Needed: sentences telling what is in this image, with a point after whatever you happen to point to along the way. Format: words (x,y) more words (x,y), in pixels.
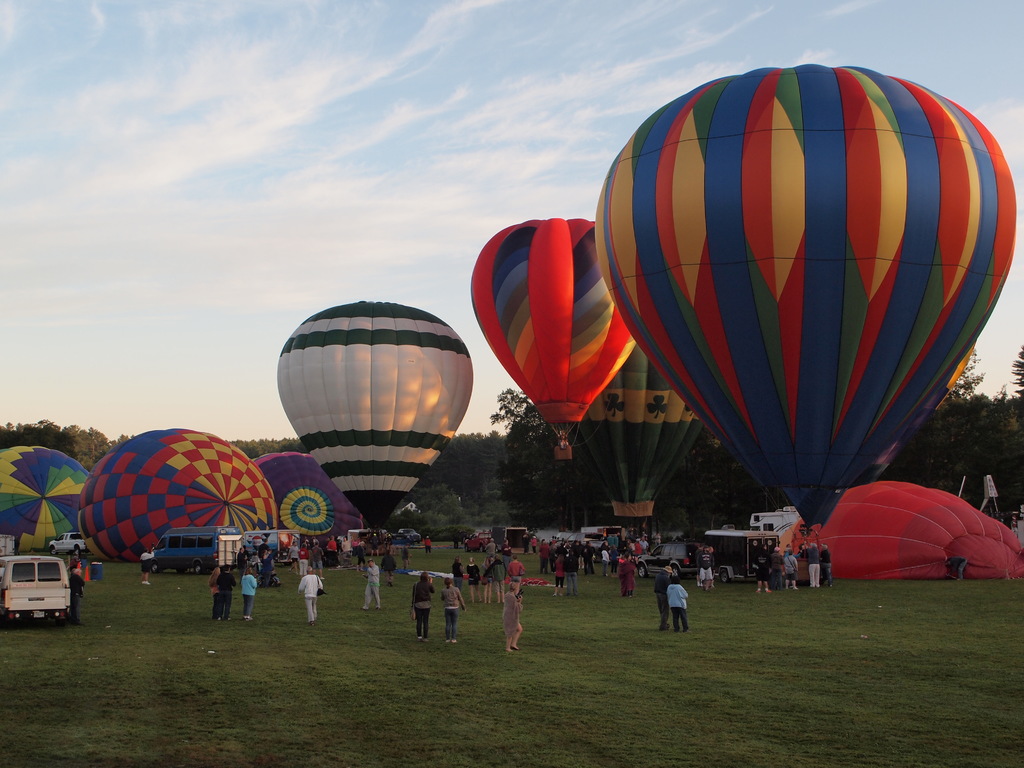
In this image there are so many people (626,581) standing and walking on the surface (329,626) of the grass (305,669), there are few vehicles (6,595) parked and there are a few hot air balloons (485,323). In the background (95,320) there are trees (463,448) and the sky (301,251).
